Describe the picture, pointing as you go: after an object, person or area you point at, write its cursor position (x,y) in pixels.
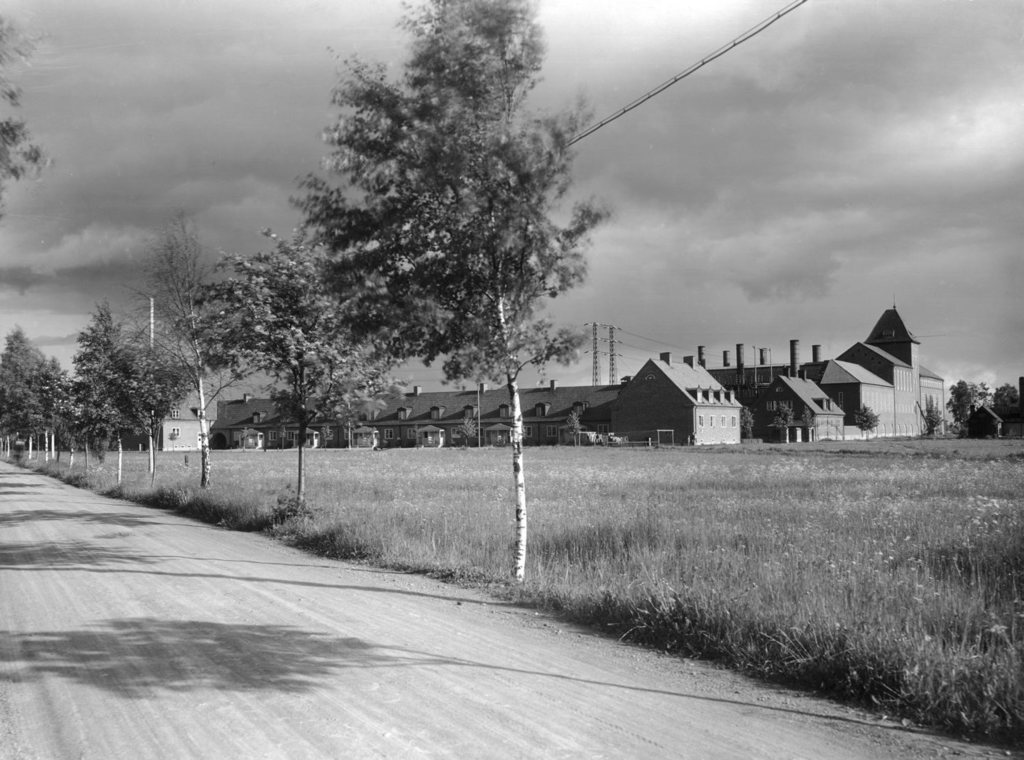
In this picture there is grassland (871,524) in the center of the image (661,485) and there are houses (641,398), towers (595,354), and trees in the image.
